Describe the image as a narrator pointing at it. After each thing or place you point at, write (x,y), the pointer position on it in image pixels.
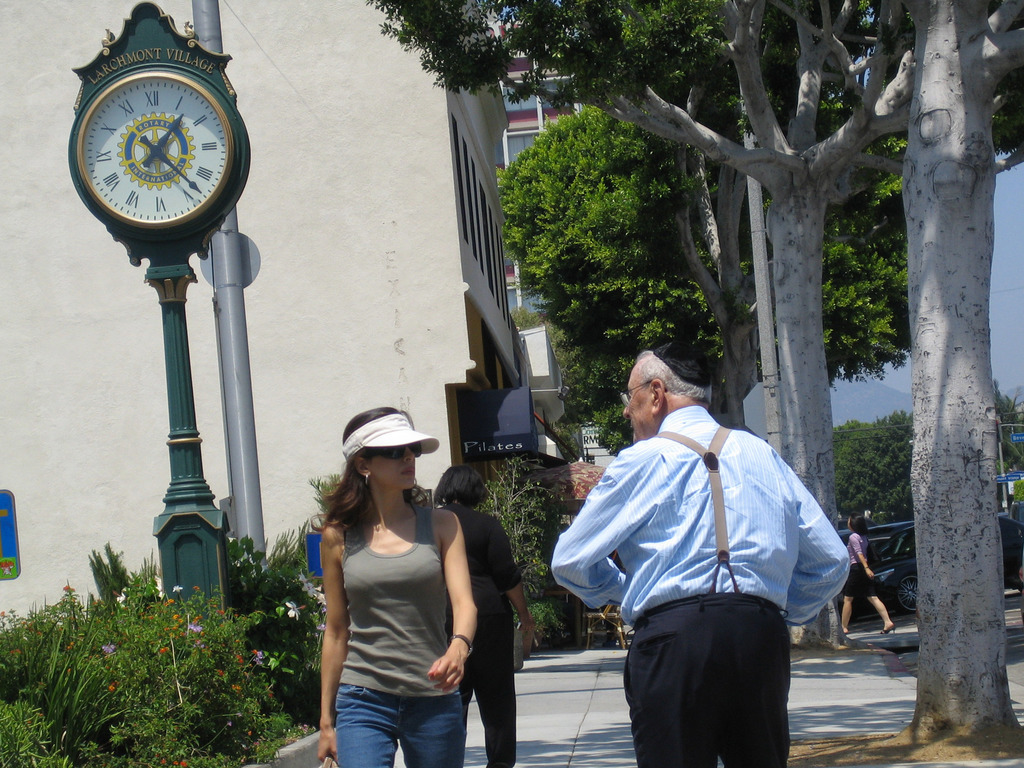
This is an outside view. Here I can see few people (448,624) are walking on the road (555,692). In the foreground (373,603) a woman (369,624) and a man (650,478) are looking at each other. In the background (932,500), I can see some trees (744,293) and buildings (469,157). On the left side (177,462) there is a clock pole (182,224) and some plants (145,670).
